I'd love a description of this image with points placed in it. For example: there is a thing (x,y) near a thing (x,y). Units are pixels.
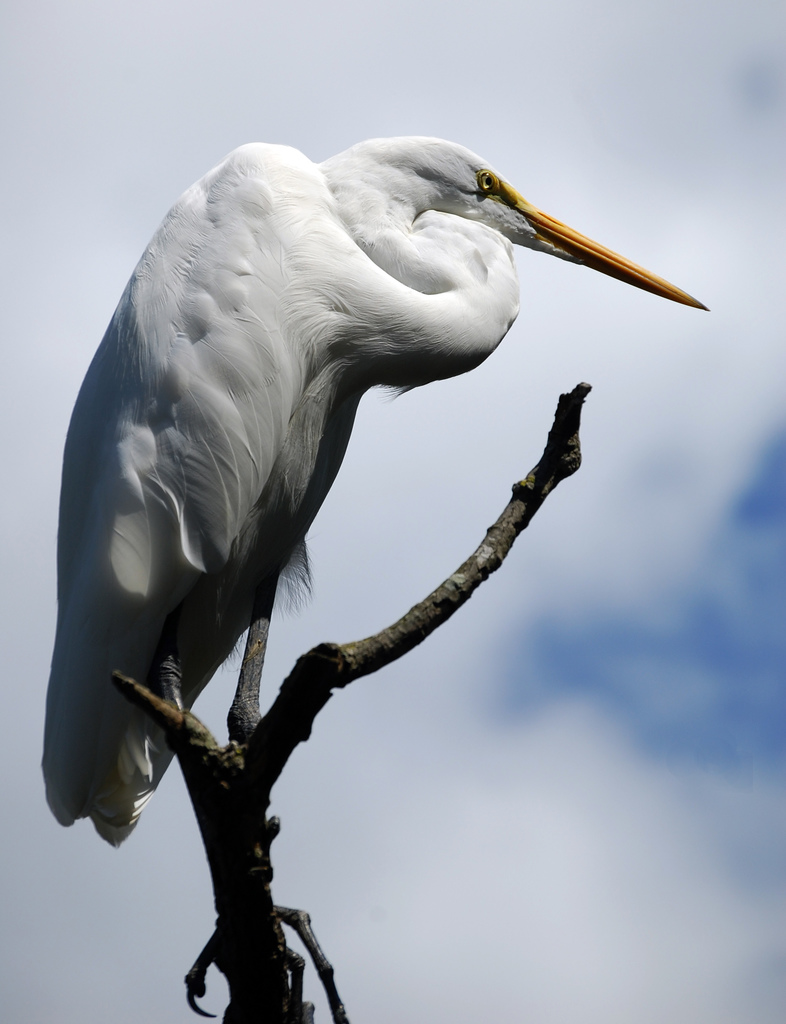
We can see a bird (75,590) on stem (273,723) and we can see sky (646,607) with clouds (554,862).
